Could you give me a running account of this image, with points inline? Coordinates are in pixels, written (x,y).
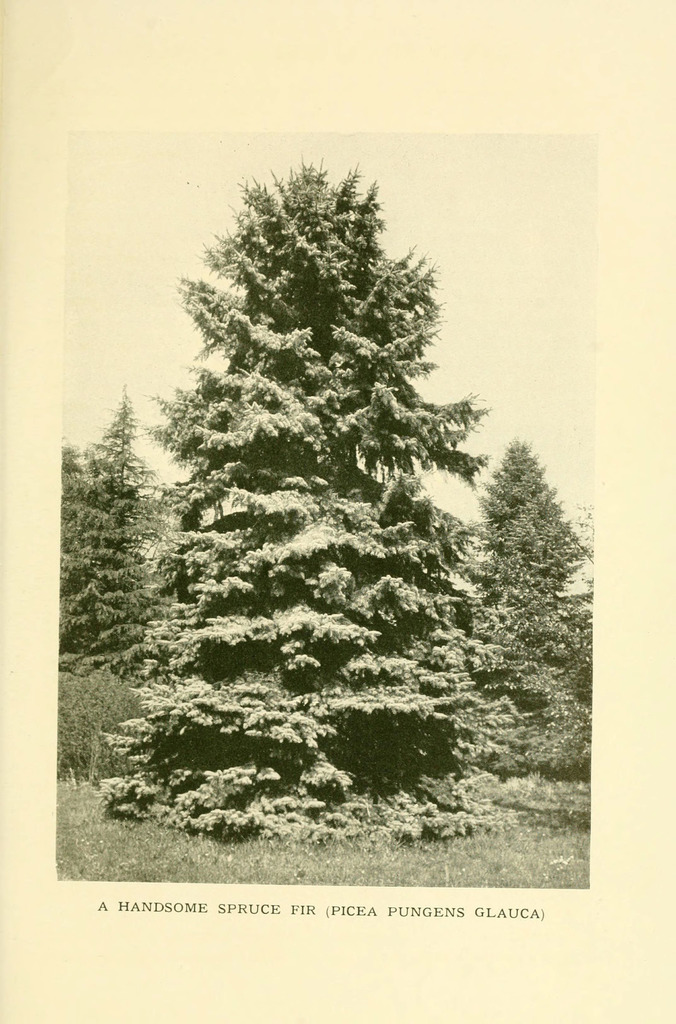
In this image there are trees (262,597) and there is grass (520,787) and at the bottom of the image (195,911) there is some text (416,911) written on it.
